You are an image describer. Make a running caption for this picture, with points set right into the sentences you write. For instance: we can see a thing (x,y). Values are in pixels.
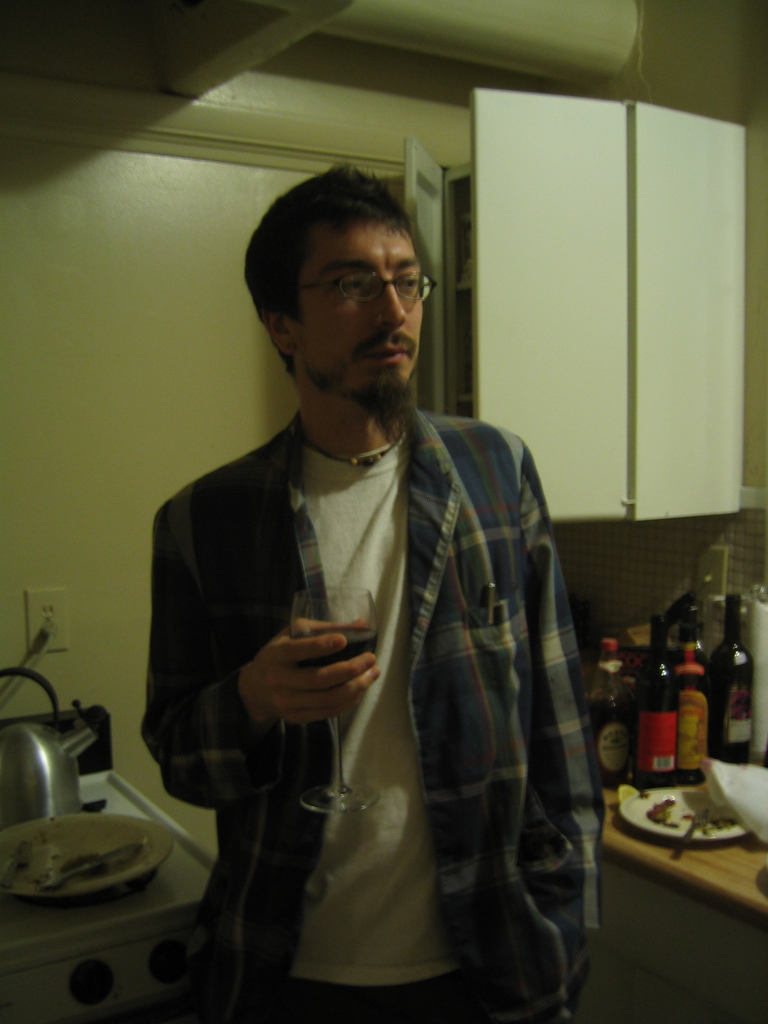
In a picture one person (477,901) is standing in blue shirt (449,723) and holding a wine glass (348,796) and beside the person (582,735) there is one table (749,858) on the table (683,856) there are some bottles (677,765) and plate (701,806) and there is one shelf (564,376) and at the left side of the picture (12,1012) there is one gas stove (107,947) and kettle (71,786) and plate (115,864) on it and behind him there is a wall (35,236).
